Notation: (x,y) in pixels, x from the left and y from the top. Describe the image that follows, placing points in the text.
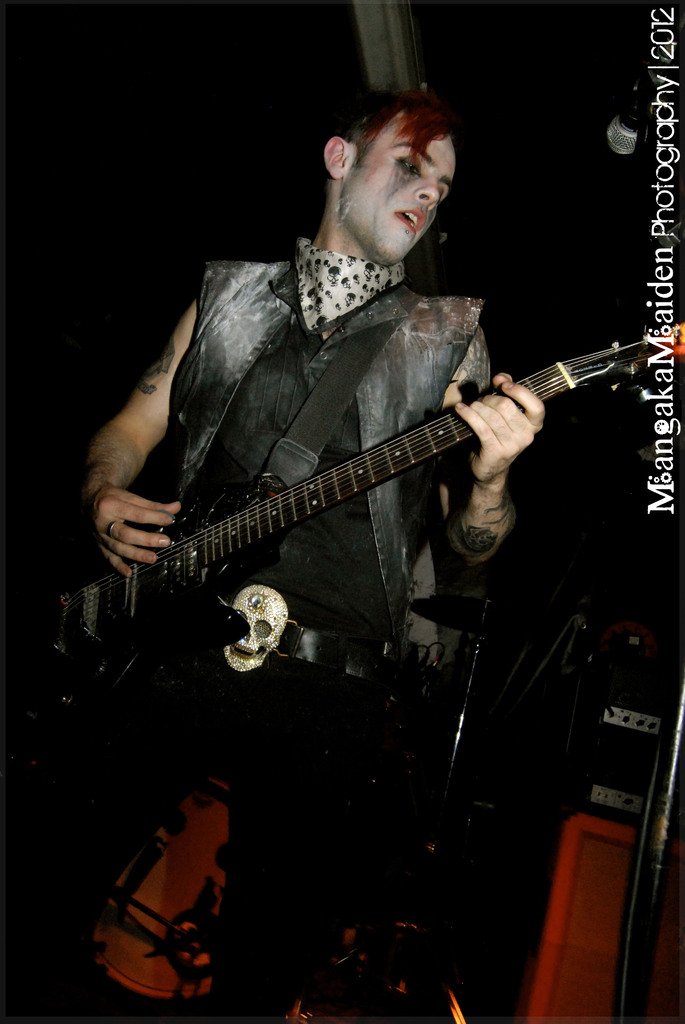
Here in this picture we can see a person (425,494) standing over a place (462,997) and he is playing guitar (364,469) present in his hands (157,558) and we can also see some make up (393,204) on his face (352,181) and we can see drums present behind him and we can also see other musical instruments (609,732) present.
